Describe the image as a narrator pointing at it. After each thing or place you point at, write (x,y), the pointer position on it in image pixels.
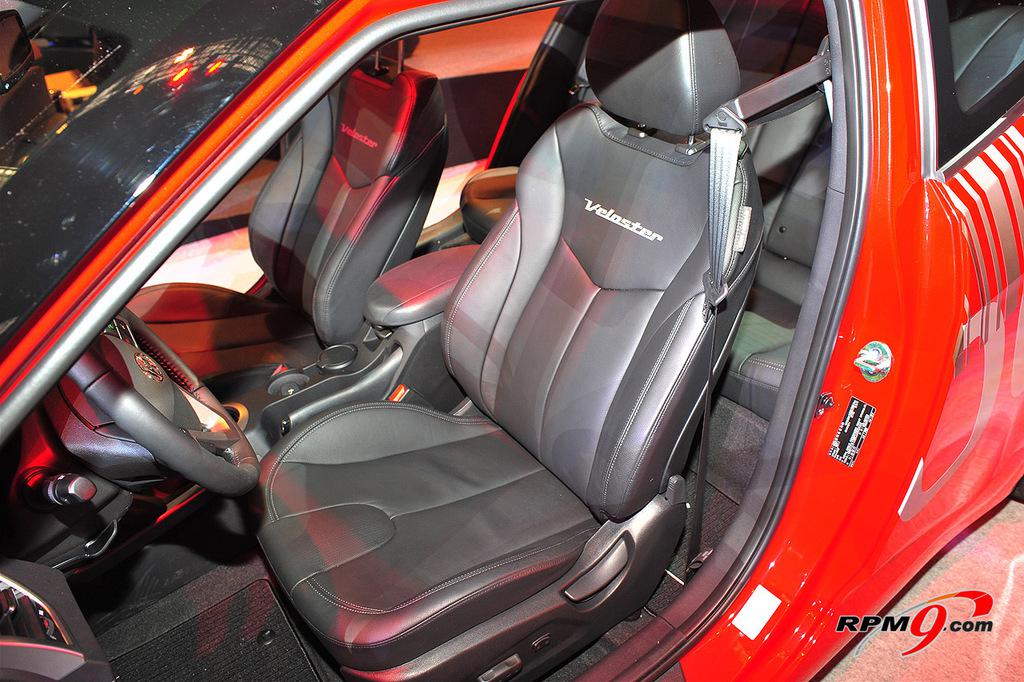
In this picture we can see the front seats (538,217) and a steering (122,319) of a red car (384,322).
